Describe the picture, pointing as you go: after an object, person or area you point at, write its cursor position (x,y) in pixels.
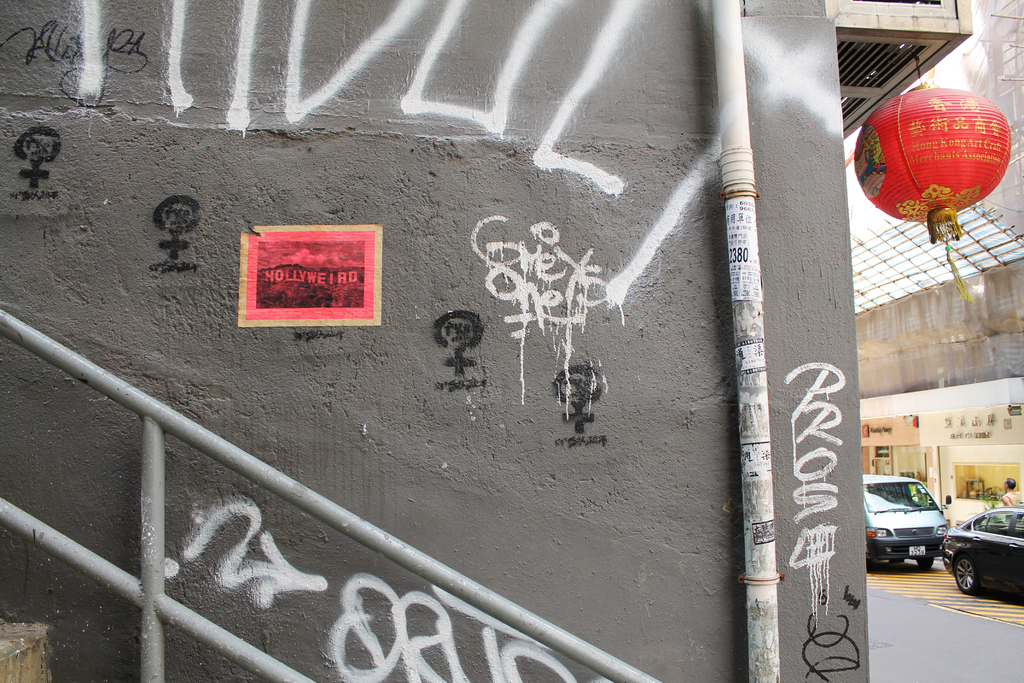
On the left side (285,277), there is a poster (272,289) and the paintings (176,29) on a gray color wall (334,436). Beside this wall (297,434), there is a step (21,638) and a gray color fence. On the right side (732,161), there is a pipe (737,152) attached to this wall (829,56), a lantern (933,118), vehicles (864,484) and a person (1013,486) on a road (951,596), on which there are yellow color lines (980,608). In the background (980,435), there is a building (908,370).
